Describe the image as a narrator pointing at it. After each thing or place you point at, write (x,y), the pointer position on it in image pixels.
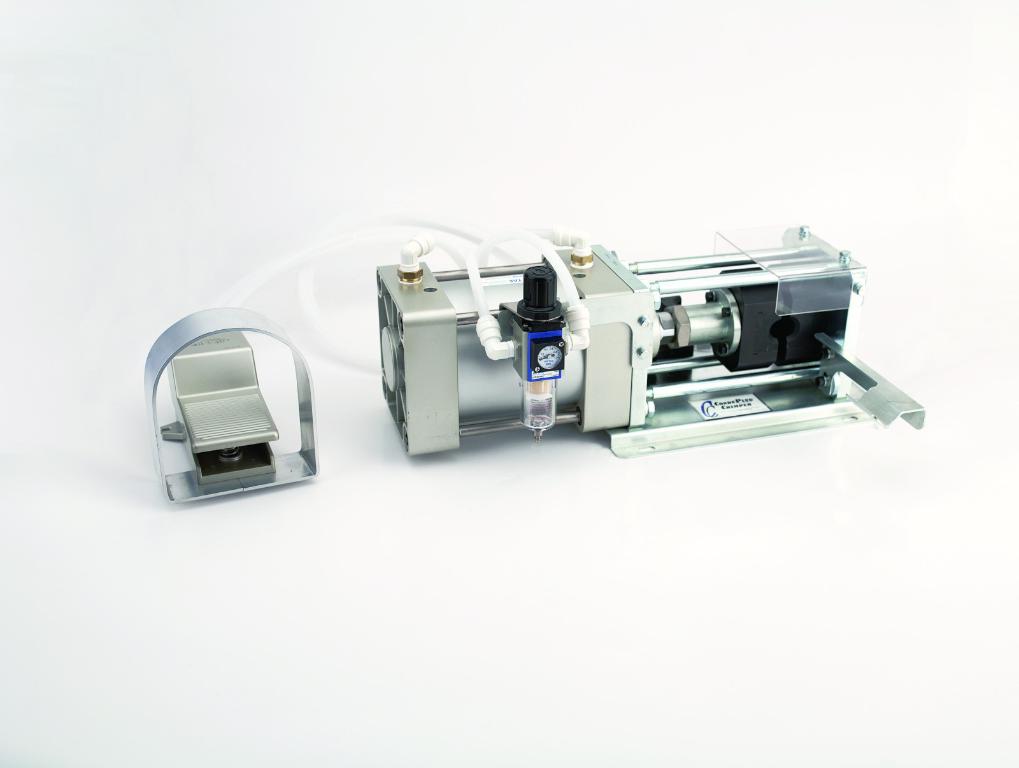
In this image I can see a machine (651,328) which is silver and grey in color and I can see few white colored pipes (474,298) to the machine (490,287). I can see the white colored background (174,210).
